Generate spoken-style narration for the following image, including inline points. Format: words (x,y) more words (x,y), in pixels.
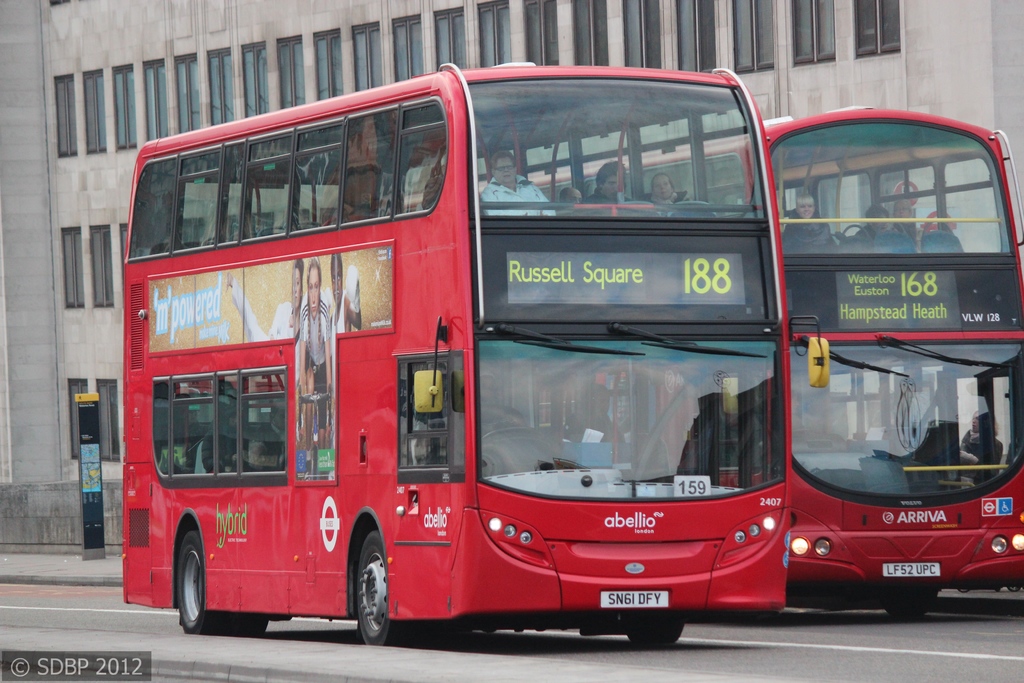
In this picture we can see many peoples (908,204) were inside the bus (692,413). These buses (665,435) are running on the road (164,633). In the background (645,11) we can see the building (78,26). On the left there is a board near to the wall (54,501). In the bottom left corner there is a watermark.
